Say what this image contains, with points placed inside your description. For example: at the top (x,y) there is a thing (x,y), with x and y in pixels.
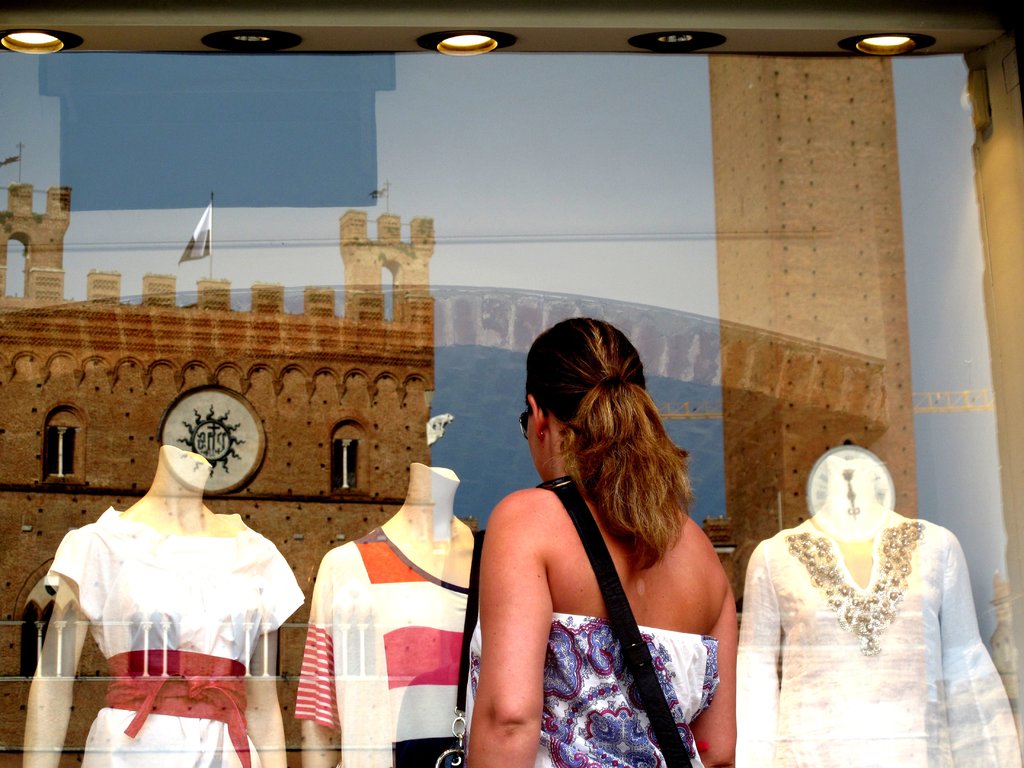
In this image there is a person (502,759) standing, and there are mannequins (464,563) with dresses (962,711), there are lights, there is a reflection (322,303) of a fort (349,300), flags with the poles (20,148), and there is sky (488,185).
